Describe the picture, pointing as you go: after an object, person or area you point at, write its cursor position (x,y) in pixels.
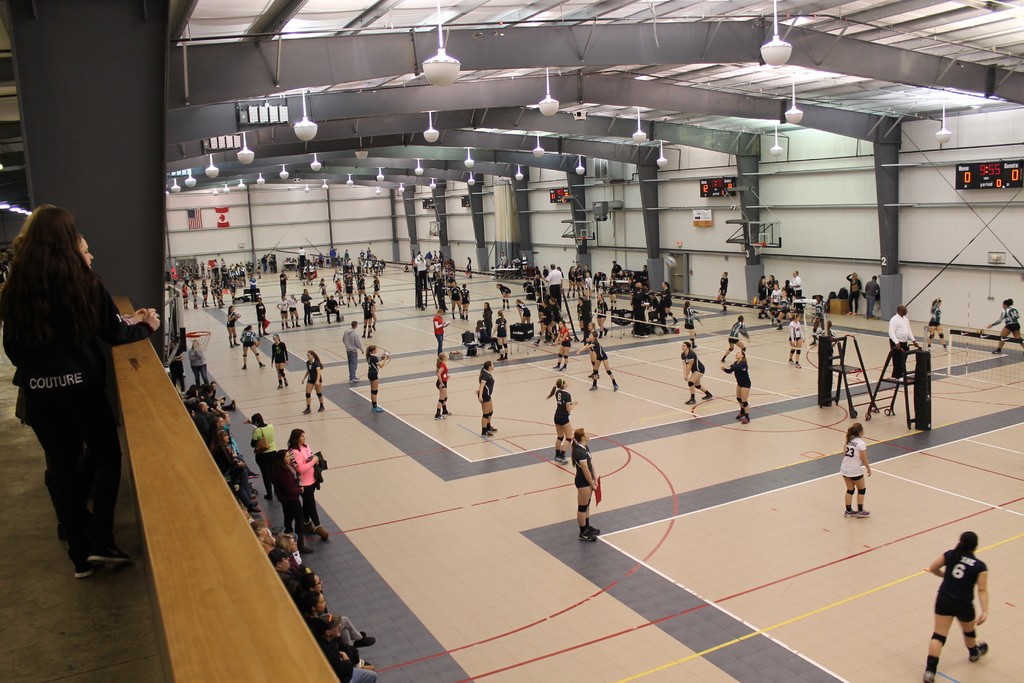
In this picture we can see a group of people (859,455) on the ground (657,487), here we can see a wall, lights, flags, scoreboards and some objects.
